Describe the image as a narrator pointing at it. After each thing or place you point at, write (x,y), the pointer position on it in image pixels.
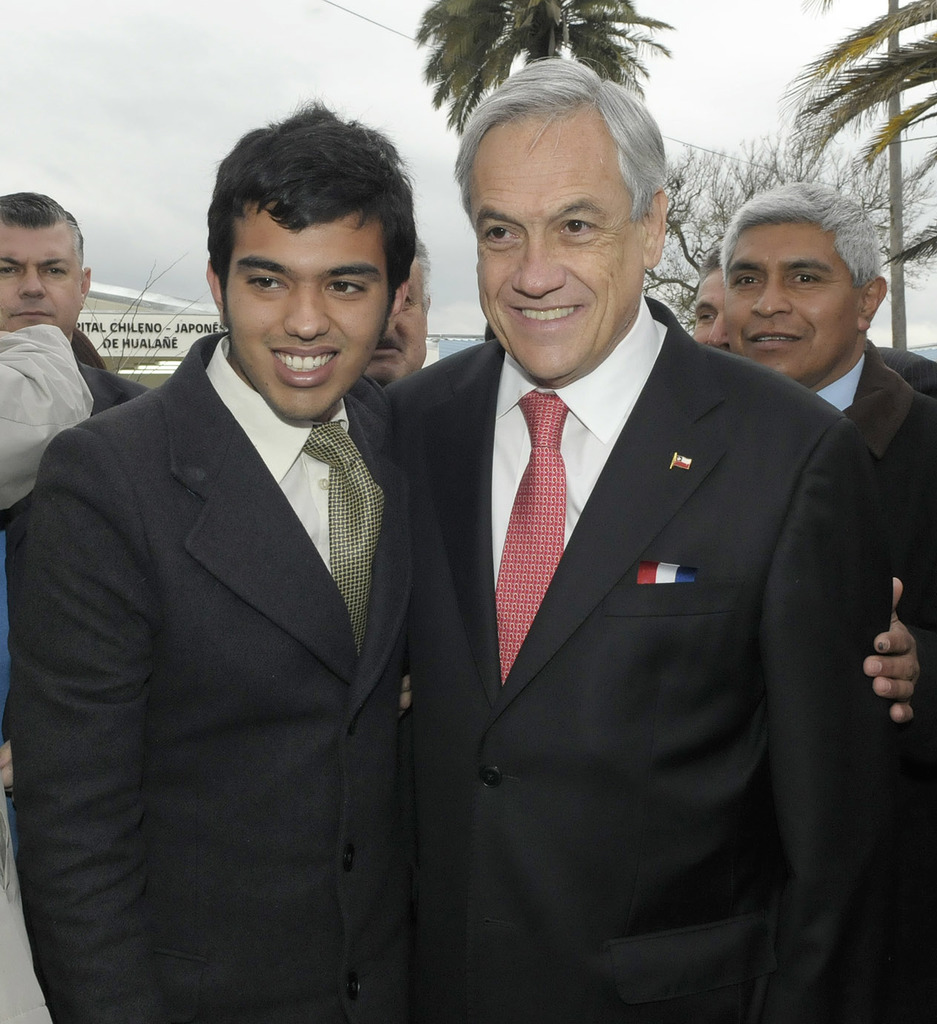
In this picture we can see two people (268,420) are standing and smiling. We can see some people (748,215), board (116,351), wire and trees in the background (71,348).
